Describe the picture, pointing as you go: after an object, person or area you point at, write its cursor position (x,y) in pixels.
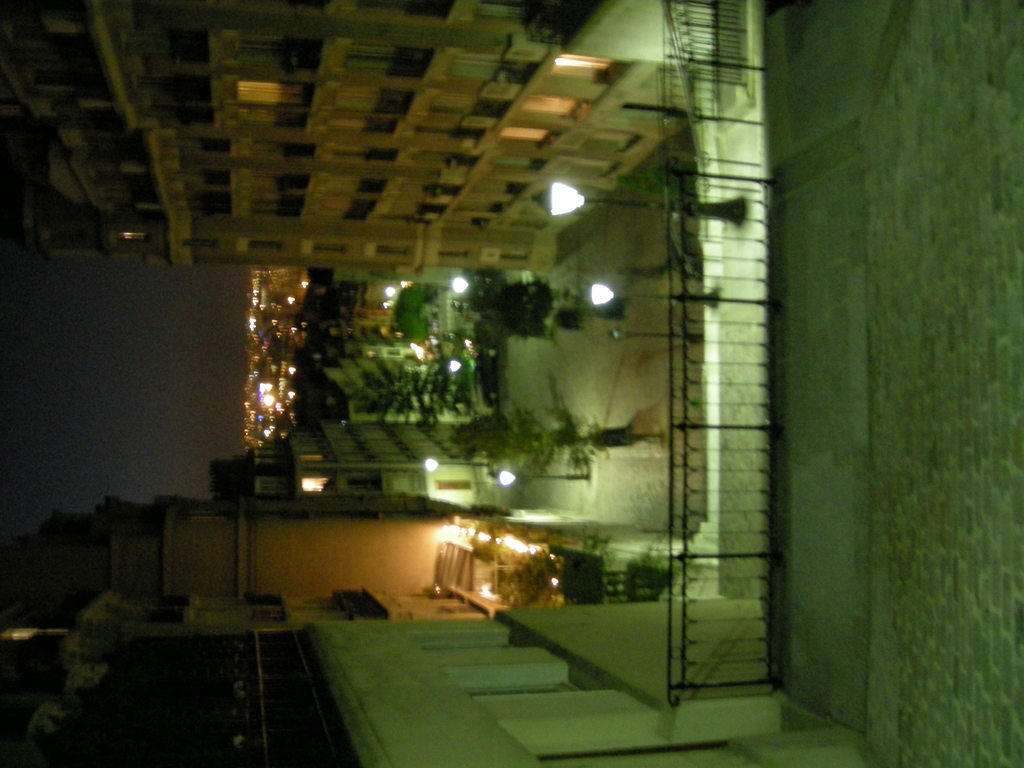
This picture is in left side direction. There are buildings (485,261) and trees (477,276) and there are street lights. In the foreground (719,200) there is a railing (676,356). At the top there is sky (131,362). At the bottom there is a floor (848,255).
